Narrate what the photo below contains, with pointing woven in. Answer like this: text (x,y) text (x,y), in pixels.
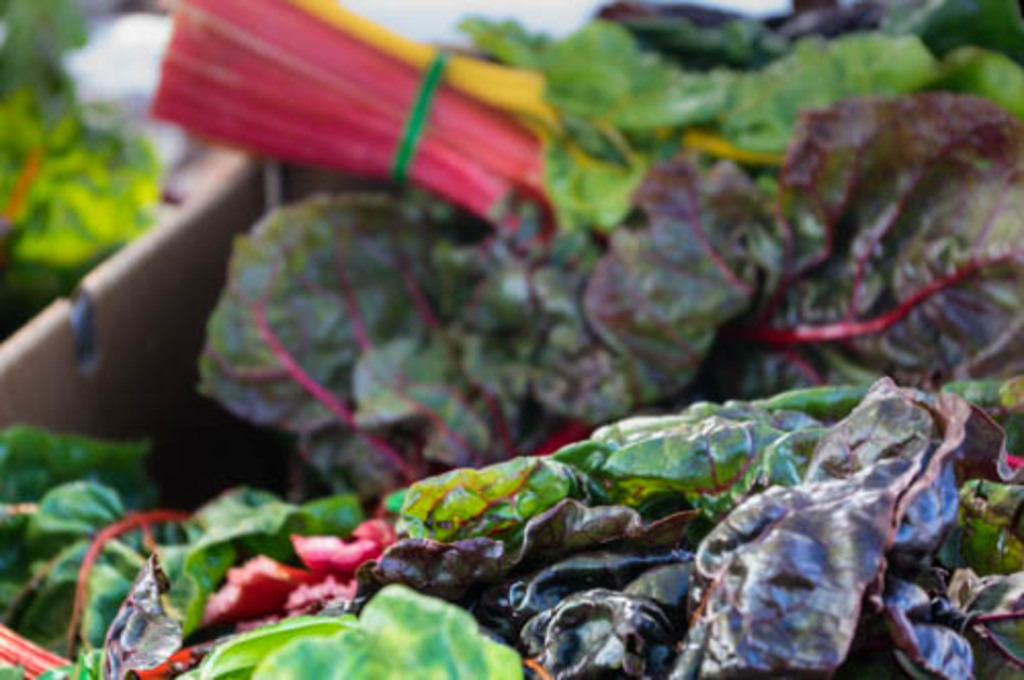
In this image there are leaves (364,404), in the background (51,253) it is blurred.
